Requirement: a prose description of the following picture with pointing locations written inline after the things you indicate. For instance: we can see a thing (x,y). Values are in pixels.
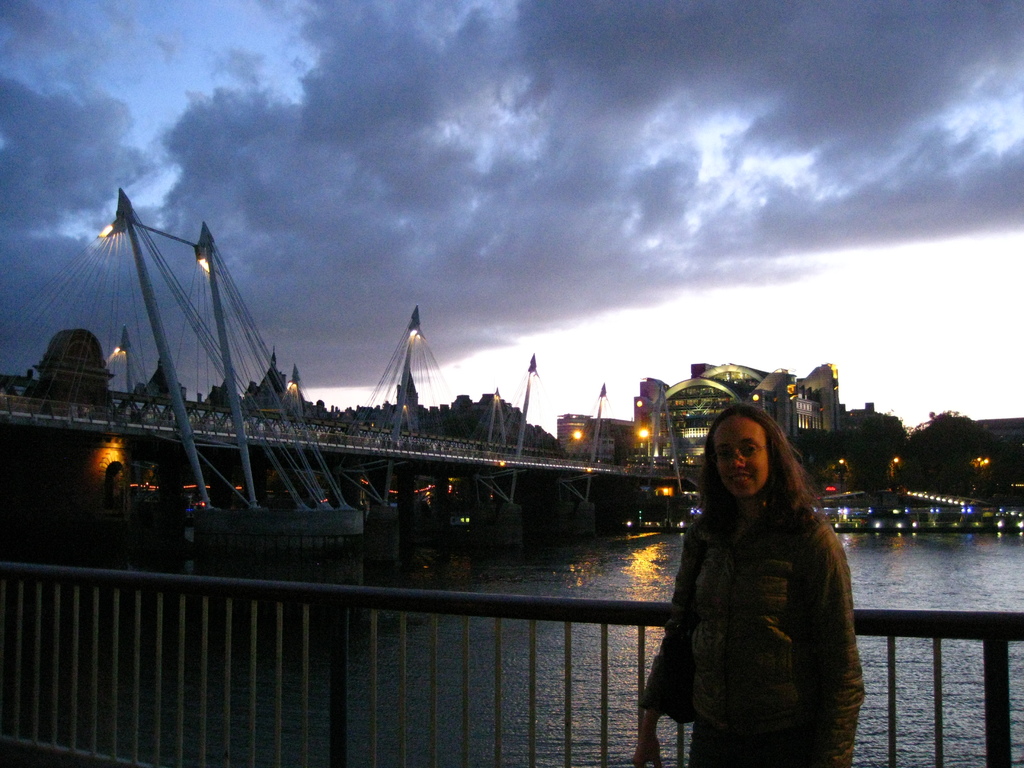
In this image I can see the person (758,668) standing and wearing the dress (714,678) and the bag (669,675). At the back of the person (703,572) I can see the railing (492,661) and water (659,565). In the background (508,549) I can see the bridge (367,494) and many light poles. I can also see the buildings (561,417), clouds (583,277) and the sky (601,263) in the back (658,304).
